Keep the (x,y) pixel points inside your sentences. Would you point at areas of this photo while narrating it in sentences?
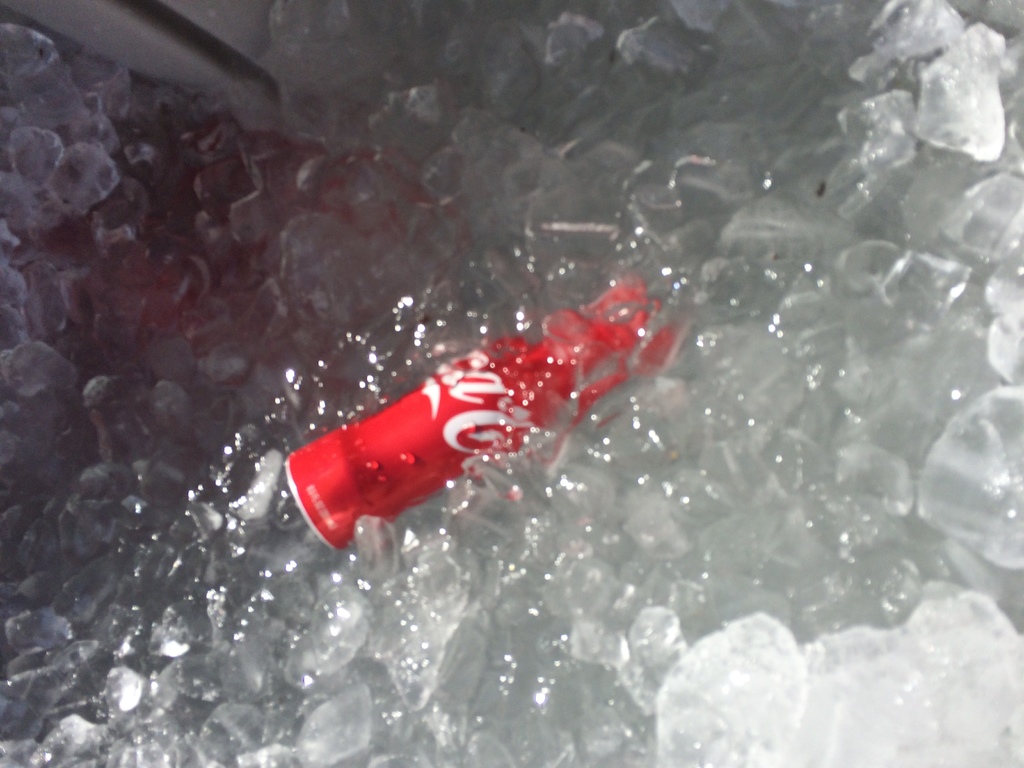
In this image there are ice cubes (295,308) truncated, there is tin (486,382) in the ice cubes (531,478).
